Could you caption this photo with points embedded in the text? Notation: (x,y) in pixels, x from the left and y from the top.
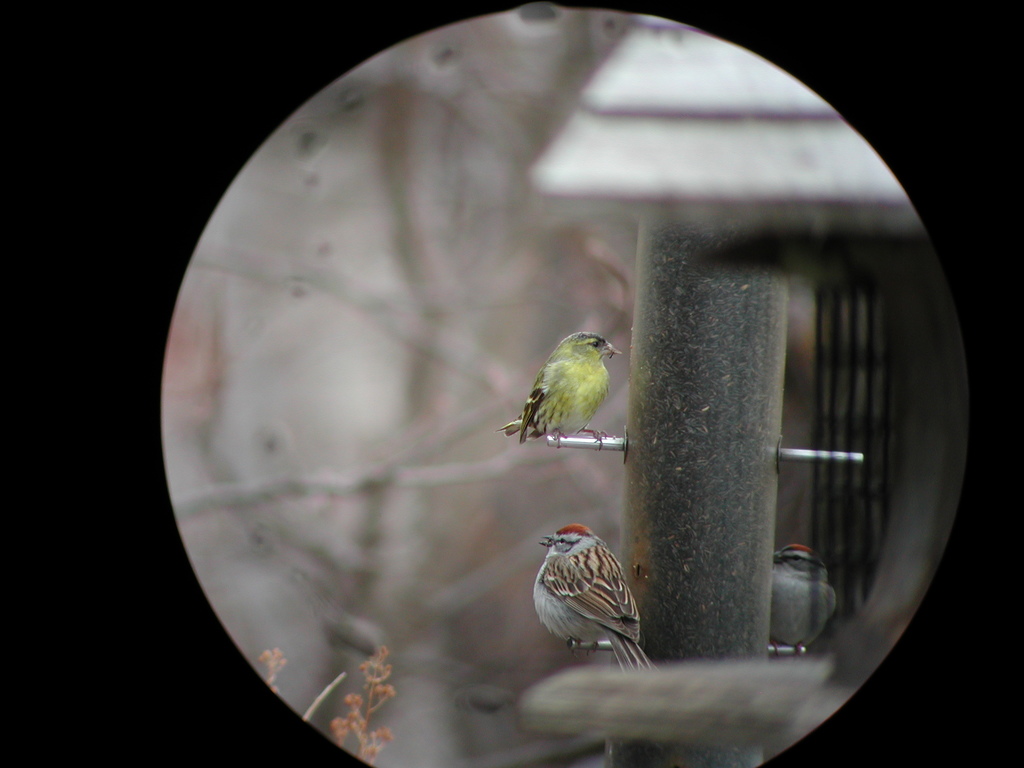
Here in this picture we can see a couple of birds (583,351) standing on a thing (602,445) that is present on the pole (690,469) over there.
